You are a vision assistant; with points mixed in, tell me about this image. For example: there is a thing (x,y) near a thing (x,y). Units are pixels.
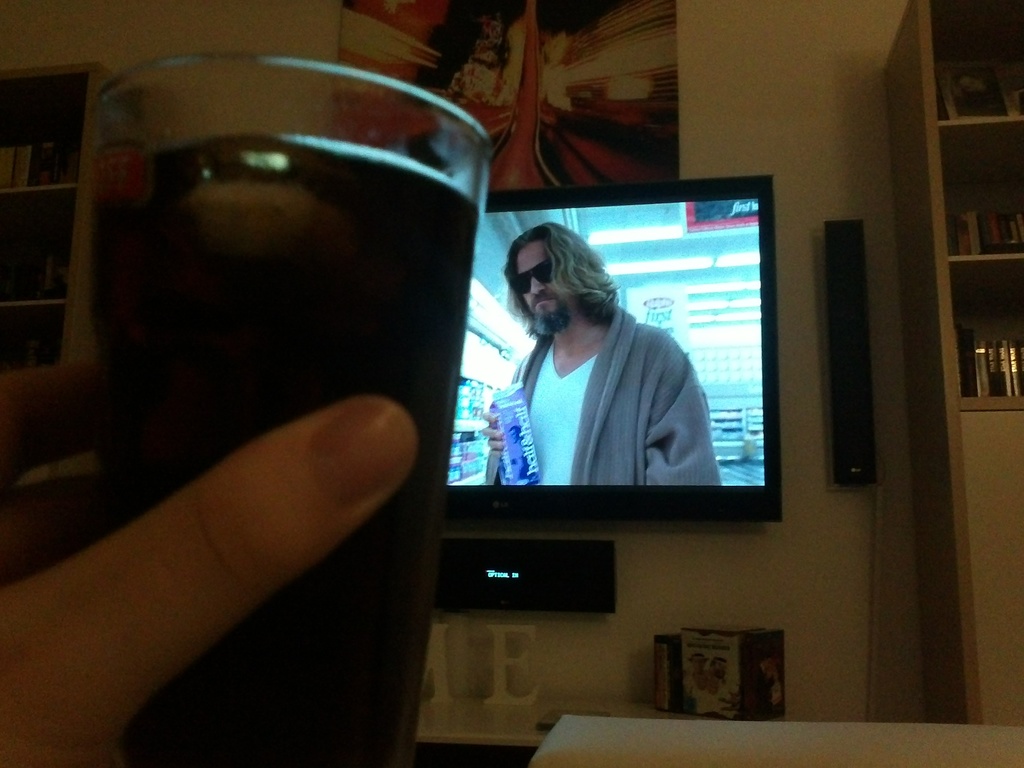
On the left side of this image (53,574) I can see a person's hand (71,527) holding a glass (352,276) having some drink (333,246) in it. On the right side (997,431) there is a rack (975,292) in which few objects (974,242) are filled. In the background (649,345) there is a screen (691,375) is attached to the wall (799,282), on the top of it I can see a frame (604,85). On the right side (936,49) also there is a rack (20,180). On the screen (575,365) I can see a man (548,318) holding an object (507,444) in the hand (497,419).
